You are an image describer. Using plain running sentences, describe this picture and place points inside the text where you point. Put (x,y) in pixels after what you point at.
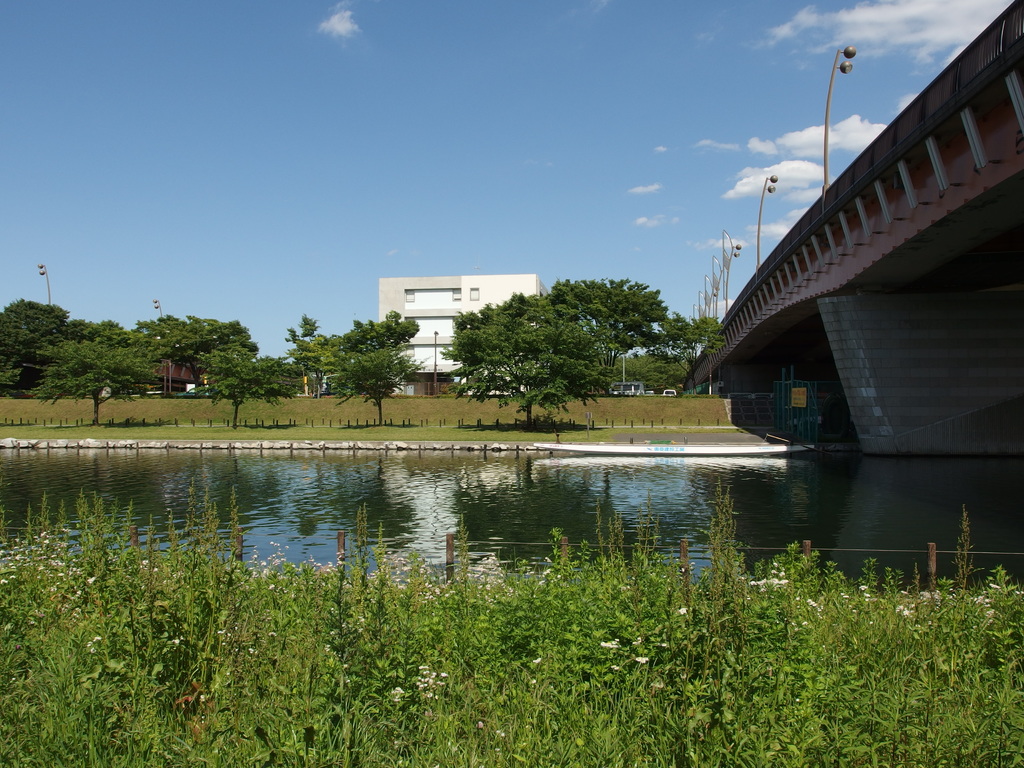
In this image, I can see the trees (243,385), plants (615,599) with flowers (511,592), a building (429,389) and there is water (679,521). On the right side of the image (728,286), I can see the street lights (760,266) on a bridge (871,185). In the background (489,224), there is the sky (345,53).
